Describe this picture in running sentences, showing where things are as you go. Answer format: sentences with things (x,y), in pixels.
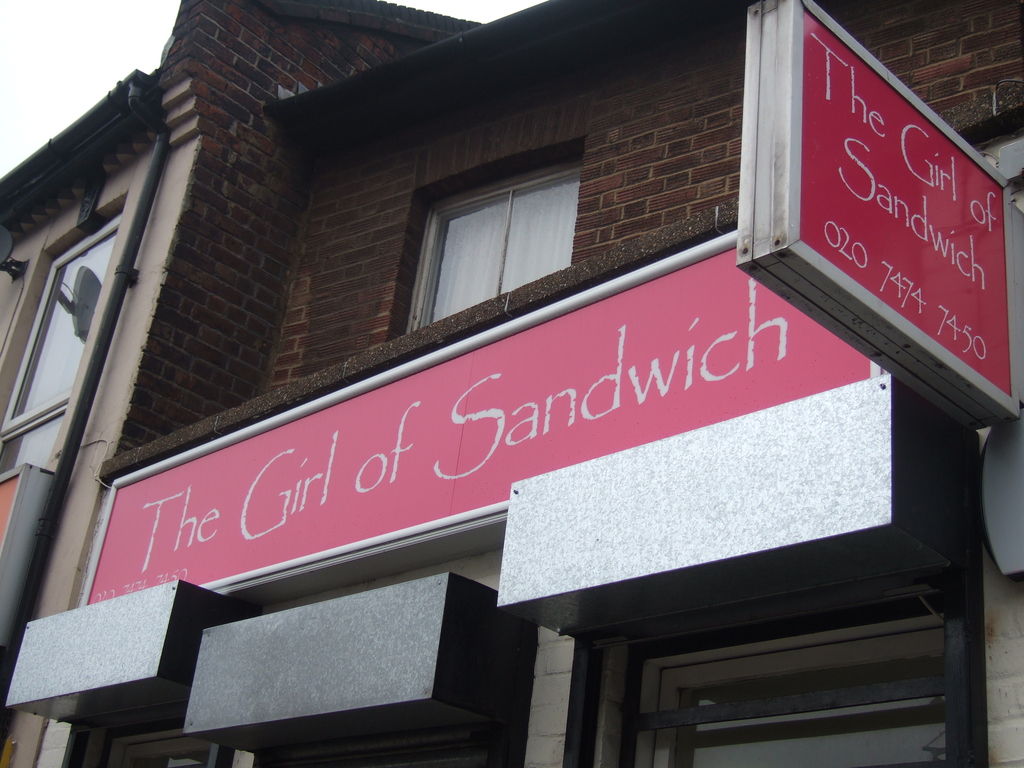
In this image there is a building (472,231) and there are two boards (661,368) with some text (400,452) is attached to the wall (177,209) of a building (74,158). In the background (85,69) there is the sky (78,64).
